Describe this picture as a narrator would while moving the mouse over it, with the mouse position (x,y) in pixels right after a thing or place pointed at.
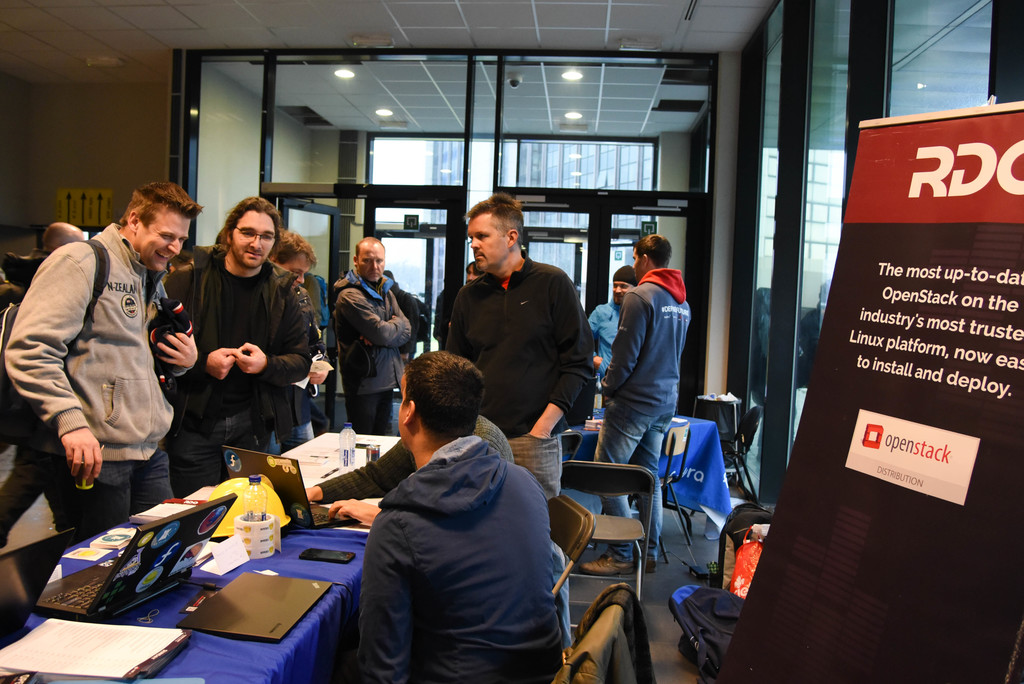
In front of the image there are two people (460,535) sitting in chairs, in front of them on the table (386,438) there are laptops (302,522), pens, cups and some other objects (267,520), in front of the table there are a few people (148,342) standing and there are tables (693,430) and chairs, on the tables (707,427) there are some objects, behind them there is a banner (841,413), in the background of the image (307,161) there are glass walls (513,154), at the top of the image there are lamps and there are some sign boards (107,217) on the walls (150,166) and there are some objects (719,564) on the floor (679,585).
